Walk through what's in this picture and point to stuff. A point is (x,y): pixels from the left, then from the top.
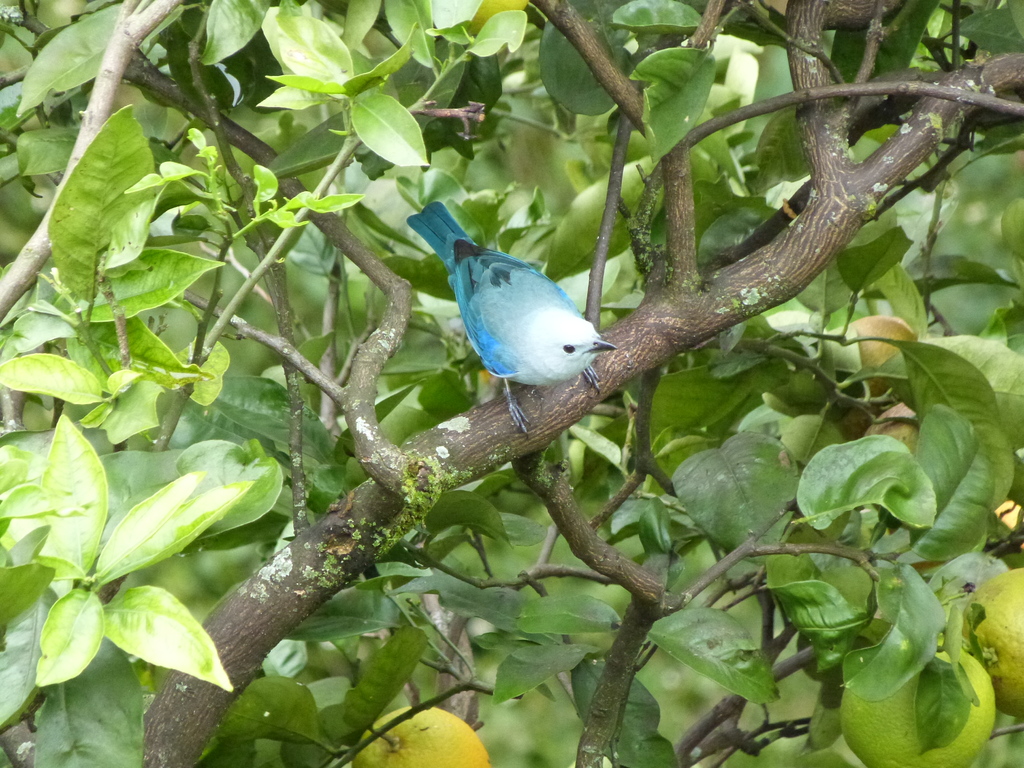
In the image there is a blue color bird (489,346) standing on branch (576,406) of a tree (239,180).
